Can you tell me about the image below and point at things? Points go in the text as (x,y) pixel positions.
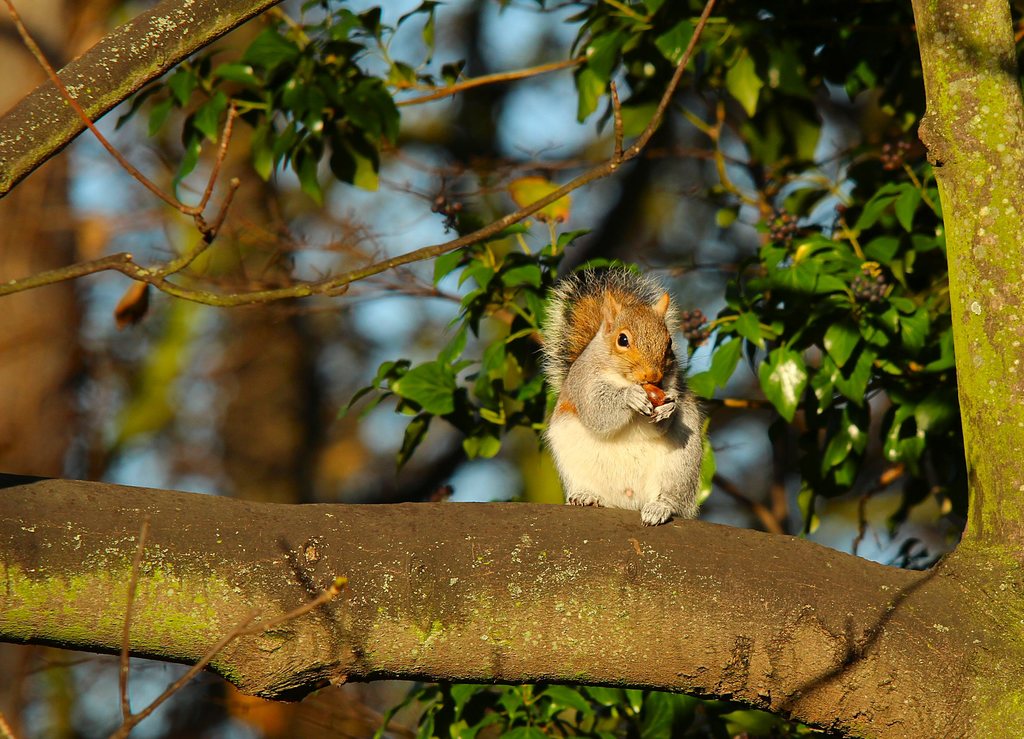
In this image we can see a squirrel (685,495) sitting on the branch (669,543) of a tree (769,551) and holding a fruit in its hands (638,392). In the background (456,173) we can see tree (465,82) with fruits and sky (522,53).
